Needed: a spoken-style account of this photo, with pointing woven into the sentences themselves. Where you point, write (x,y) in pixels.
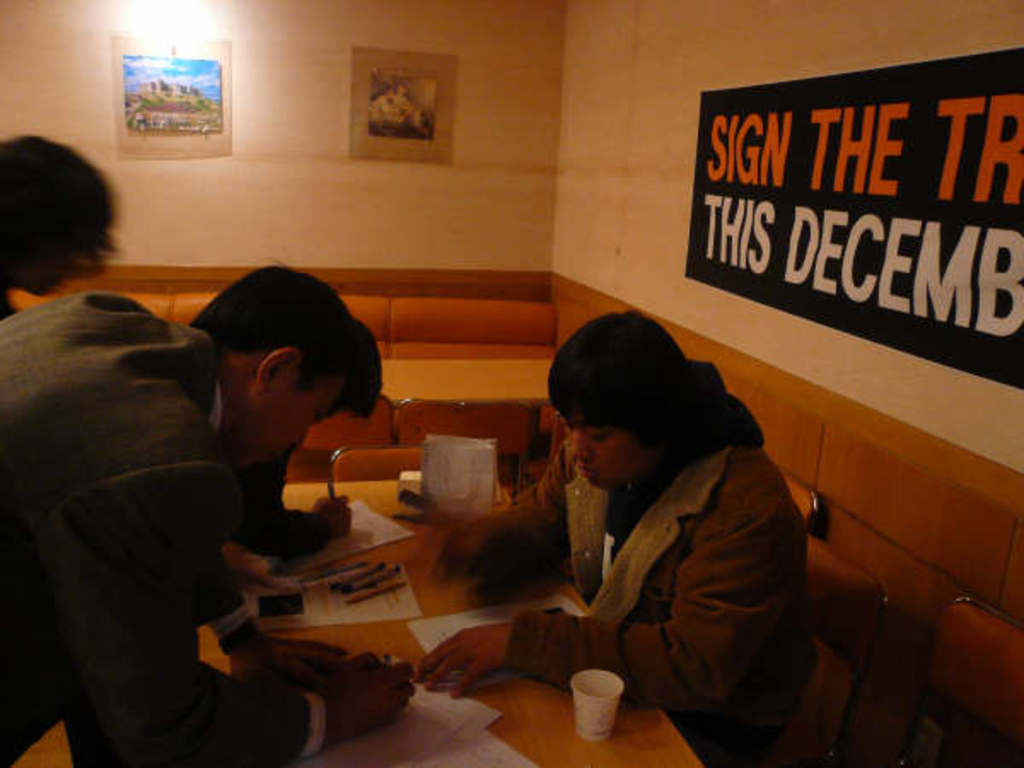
This is the woman (710,684) sitting in the chair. I can see two people (172,479) standing. This is the table (398,550) with the papers (452,741), pens (362,583), glass (587,732) and few other things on it. These are the posters (167,102) attached to the wall (499,103). I can see another table (429,372) and the chairs (447,404).
